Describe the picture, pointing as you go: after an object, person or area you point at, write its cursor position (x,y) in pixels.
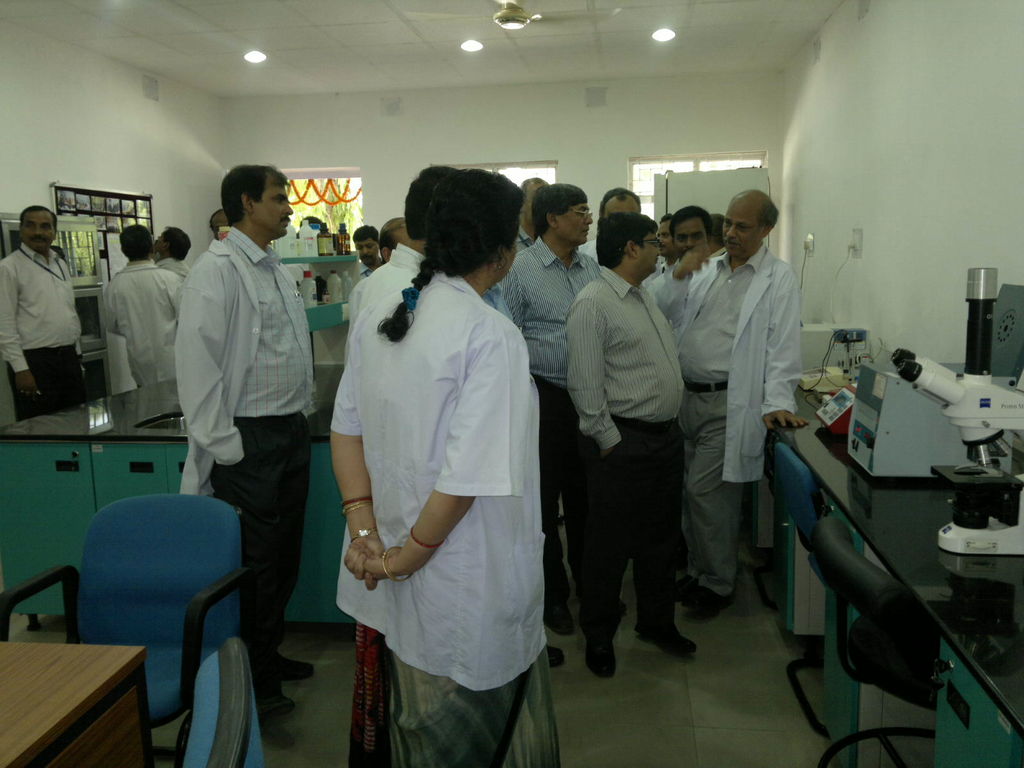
There are many people (346,449) standing in this picture wearing aprons (502,350) here. There is some equipment (892,444) on the table (901,542). In the background (559,136) there is a wall (394,116) here.
